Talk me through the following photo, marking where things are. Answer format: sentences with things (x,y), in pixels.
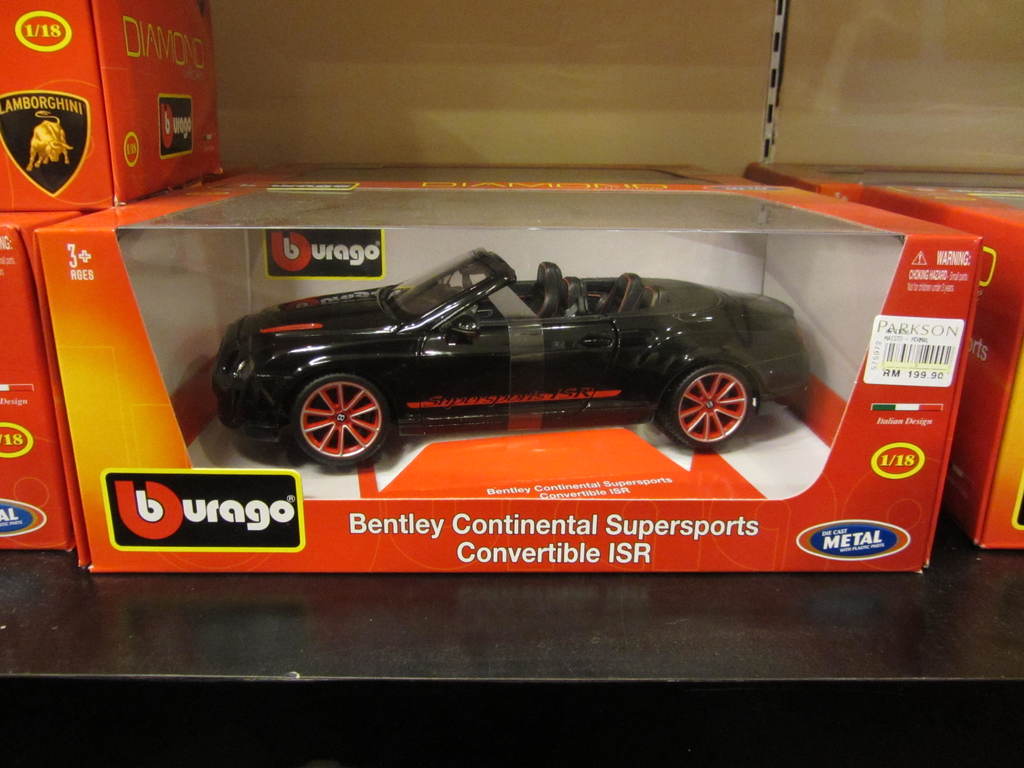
In the center of the image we can see one table (912,670). On the table (986,574), we can see boxes (863,548). In the middle box (925,413), we can see one toy car (494,383), which is in black and orange color. And we can see some text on the boxes (39,157). In the background (655,106) there is a wooden wall (410,96).
